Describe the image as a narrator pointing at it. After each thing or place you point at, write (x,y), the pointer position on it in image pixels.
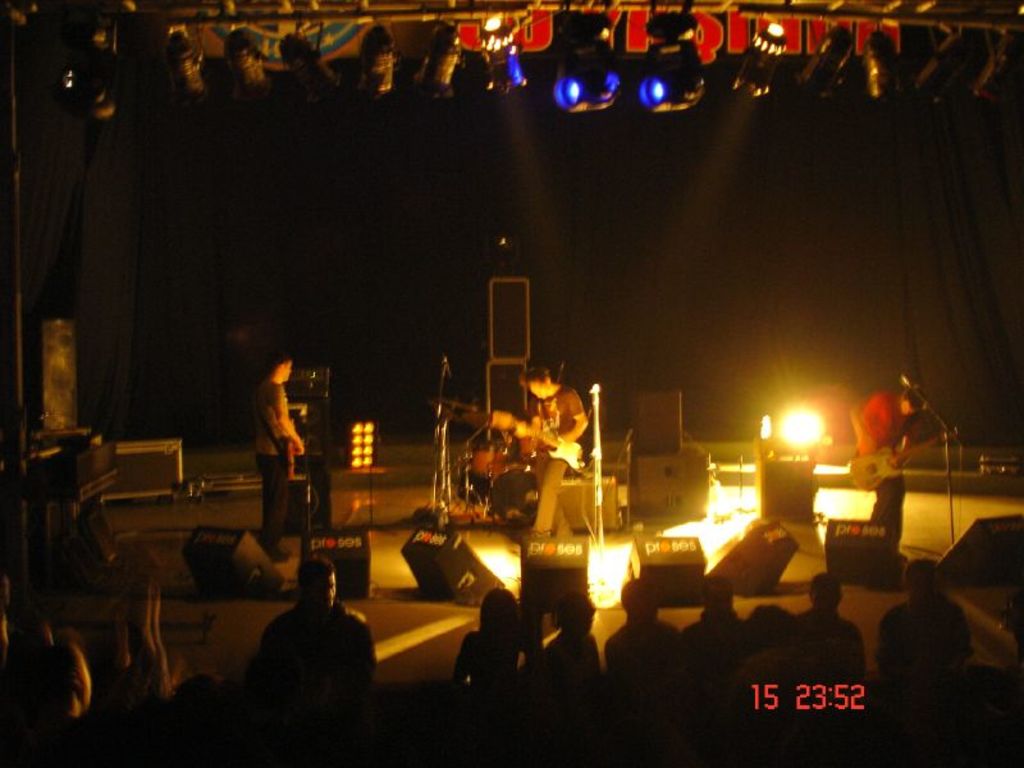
In this picture we can see some are playing musical instruments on the stage (511,556), and few people (741,679) are sitting and watching.
